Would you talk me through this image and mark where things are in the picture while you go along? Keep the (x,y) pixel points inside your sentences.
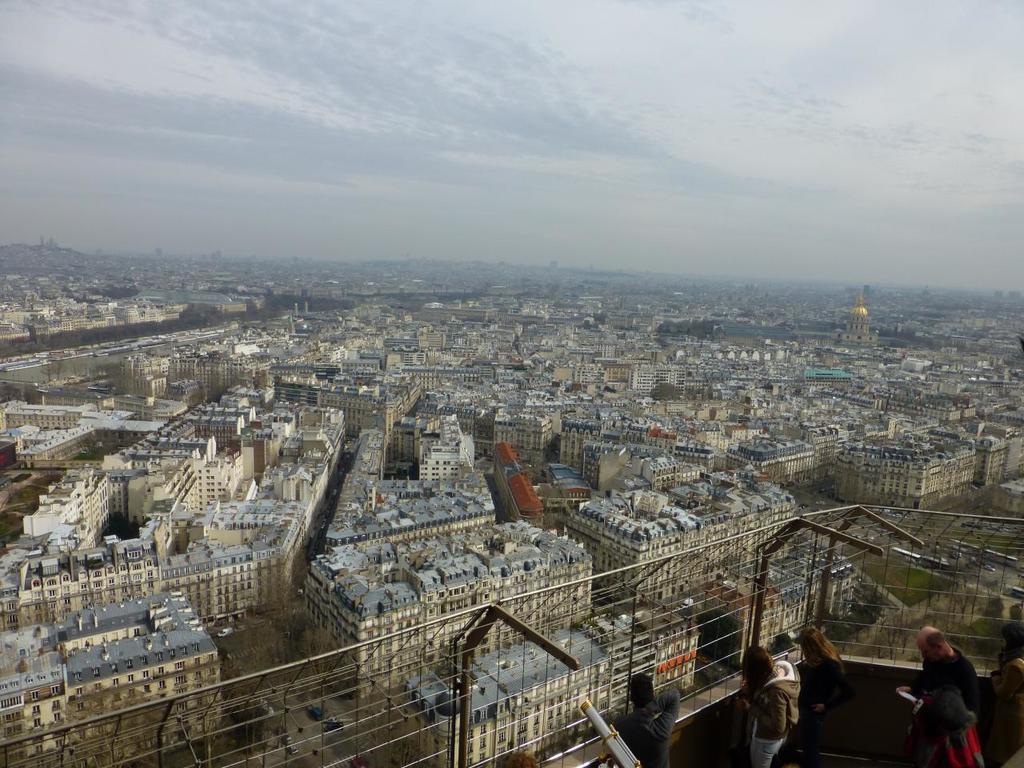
In this image I can see few people (958,660) are standing in the front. In the background (618,583) I can see number of buildings (485,446), clouds (618,189) and the sky (437,211).
